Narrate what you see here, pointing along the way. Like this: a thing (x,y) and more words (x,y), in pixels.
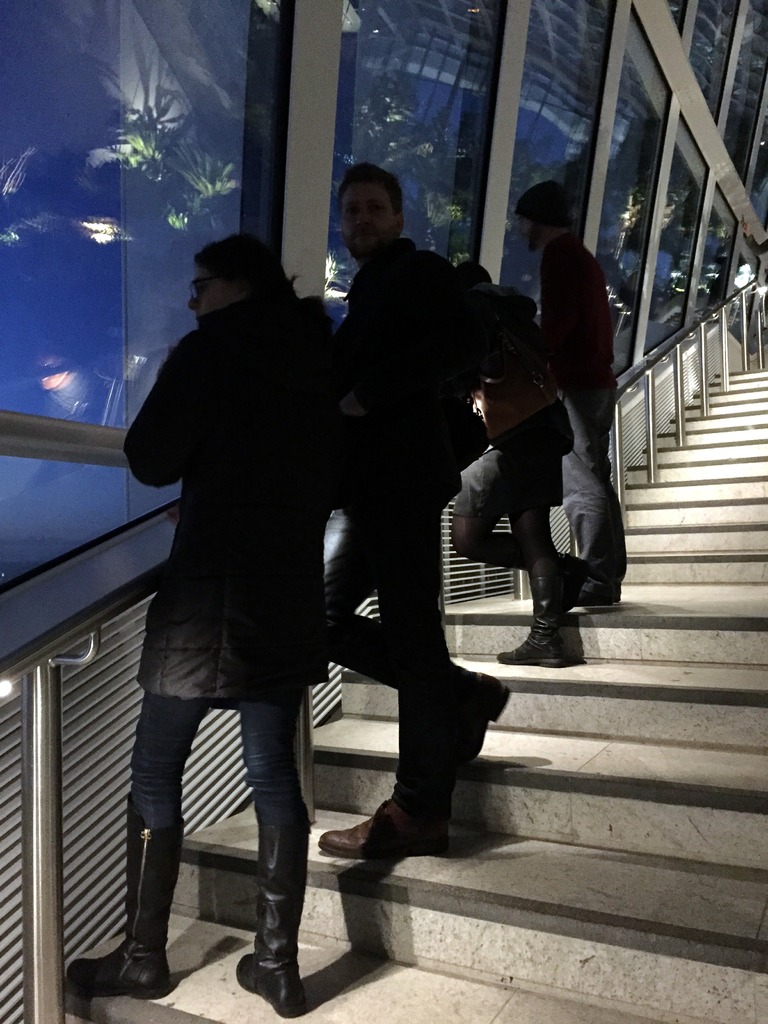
In the picture we can see some people (248,363) are standing on the steps (627,946) near the railing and some poles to the railing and besides it, we can see a glass (767,207), from it we can see the outside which is blue in color.
